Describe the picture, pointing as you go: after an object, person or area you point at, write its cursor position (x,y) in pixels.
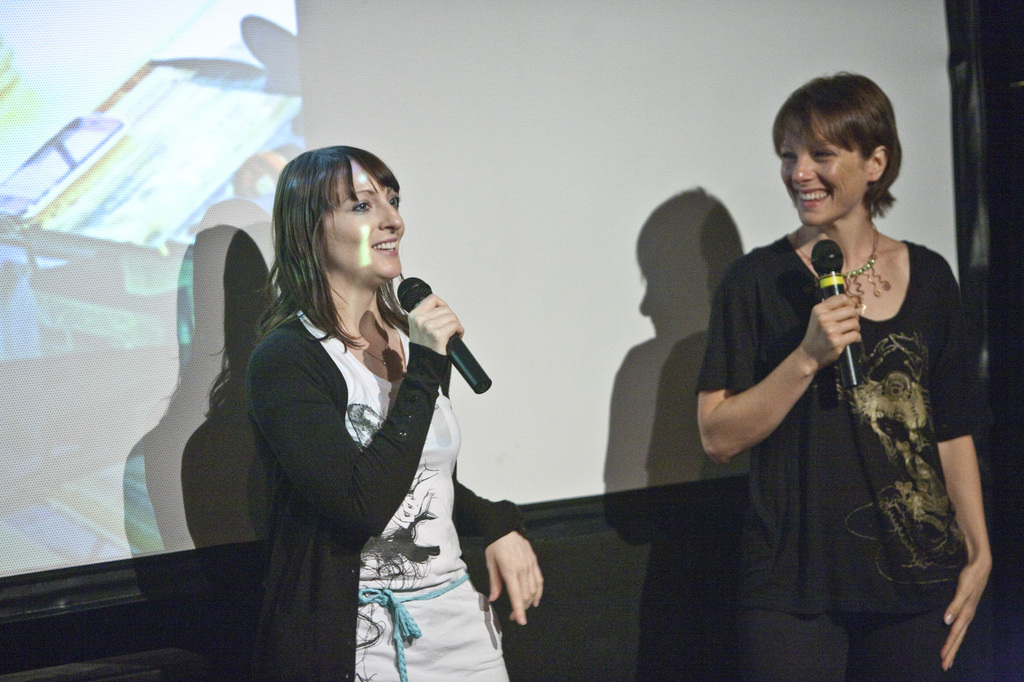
Here we can see two women (839,459) with microphones (403,302) in their hand (838,335) both of them are smiling and behind them there is projector screen (611,197).
